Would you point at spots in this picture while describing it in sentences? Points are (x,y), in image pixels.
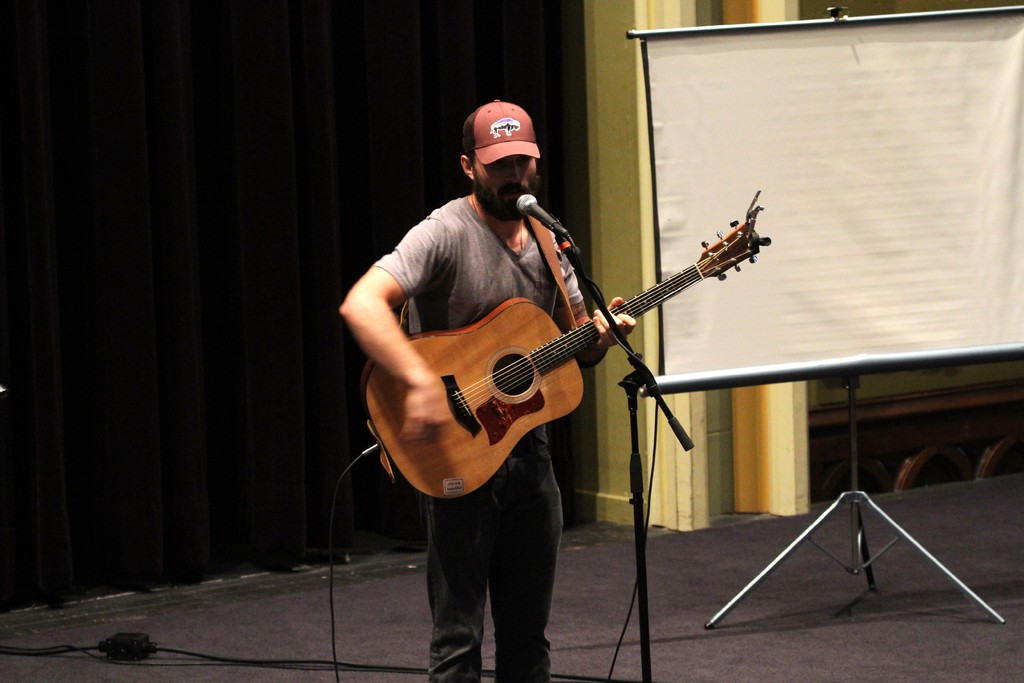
A picture is taken in a closed room (519,382) where one person (488,502) is standing in the middle (459,281) wearing a grey t-shirt (473,291) and holding a guitar (512,400) and singing a song in front of the microphone (532,209), behind him there is a big screen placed on the steel stand (854,543) and behind it there is a black curtain (202,307) and wall (705,396) is present.
